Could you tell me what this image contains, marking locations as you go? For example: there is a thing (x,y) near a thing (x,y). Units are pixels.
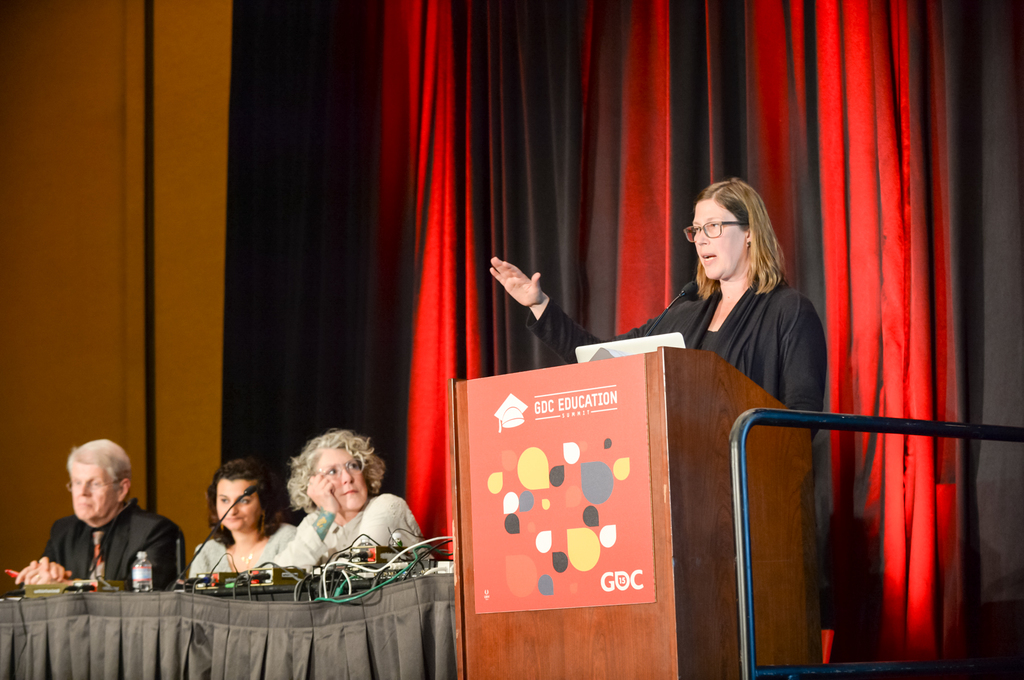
In this picture I can see a woman (730,354) standing in front of a podium (650,453). On the left side (101,548) I can see two women (235,540) and men (156,543) are sitting in front of a table (226,596). On the table (276,612) I can see bottle (137,581) and other objects (249,573) on it. In the background (511,173) I can see curtains (514,208).
